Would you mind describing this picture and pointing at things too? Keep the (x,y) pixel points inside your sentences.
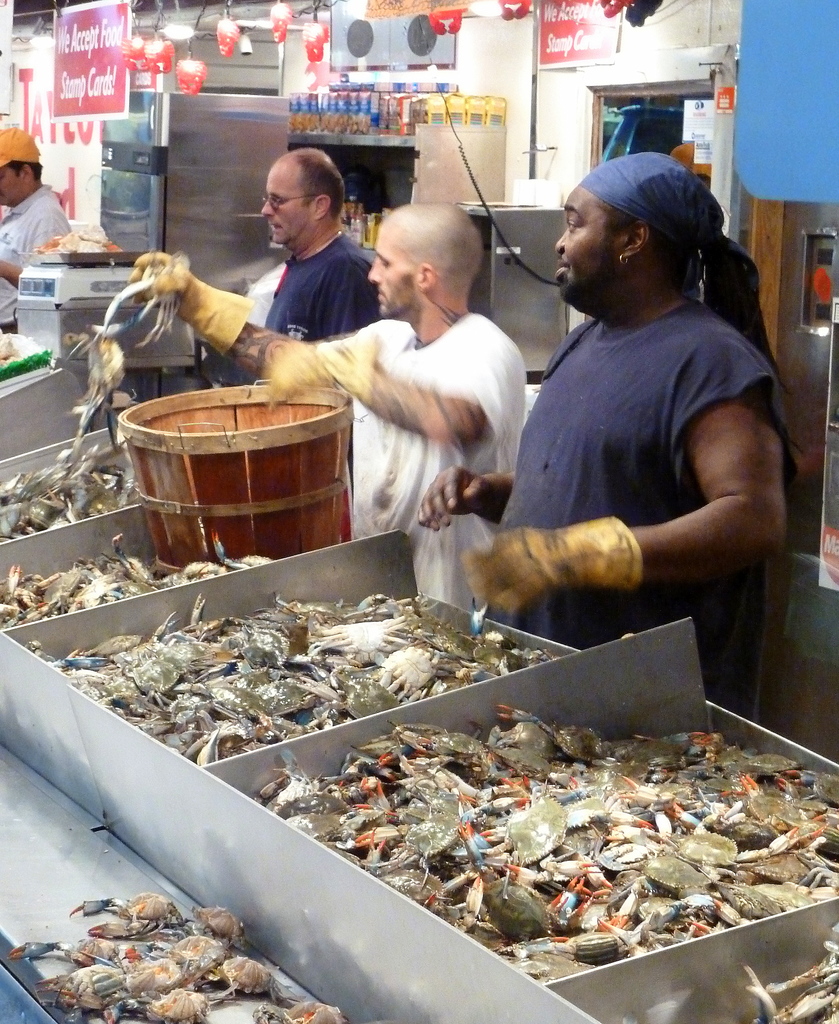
This is the picture of a place where we have some people (454,488) standing in front of the table (230,685) on which there are some trays (650,994) which has some crabs (428,657) and behind there are some shelves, boards (759,5) and some hangings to the roof (157,22).
